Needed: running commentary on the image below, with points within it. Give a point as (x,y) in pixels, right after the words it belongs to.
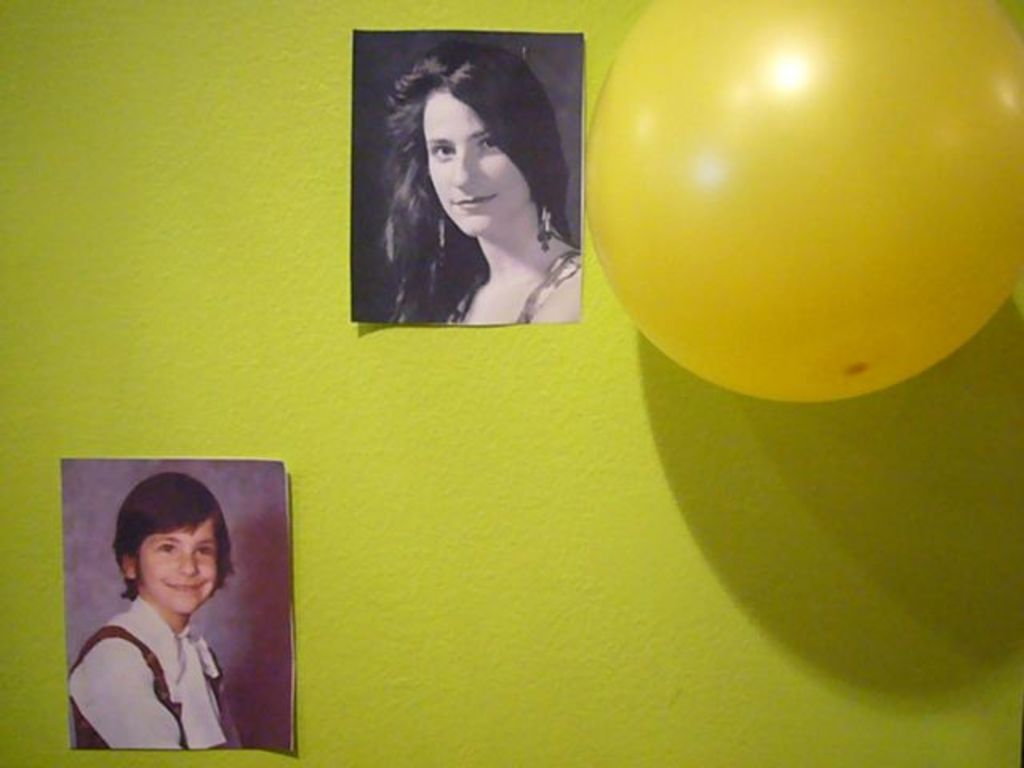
In this image, we can see a green color wall (224,122) where are two photos (428,205) which are placed on the wall (461,438), one photo (223,545) is of a girl (130,672) and other photo (460,211) is of a lady (547,184) and a yellow color balloon (658,318) is also placed on the wall (323,577).
